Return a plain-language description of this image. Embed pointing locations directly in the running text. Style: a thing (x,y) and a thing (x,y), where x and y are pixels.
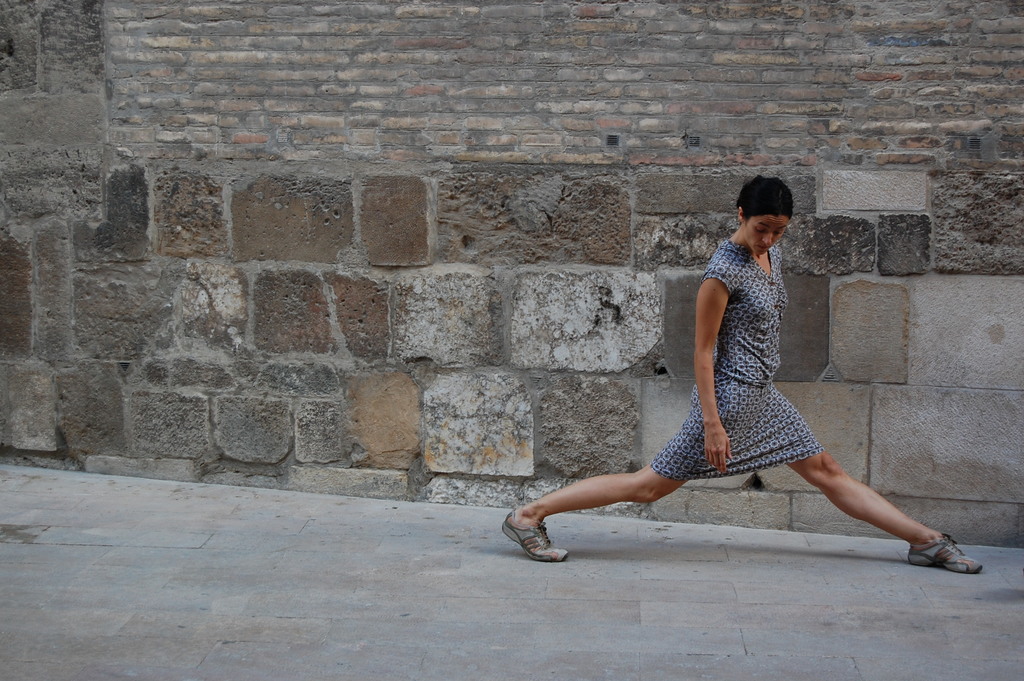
In this image I can see a person (726,386) standing and the person (707,388) is wearing gray color dress (743,383). Background (485,326) I can see a wall (416,316).
